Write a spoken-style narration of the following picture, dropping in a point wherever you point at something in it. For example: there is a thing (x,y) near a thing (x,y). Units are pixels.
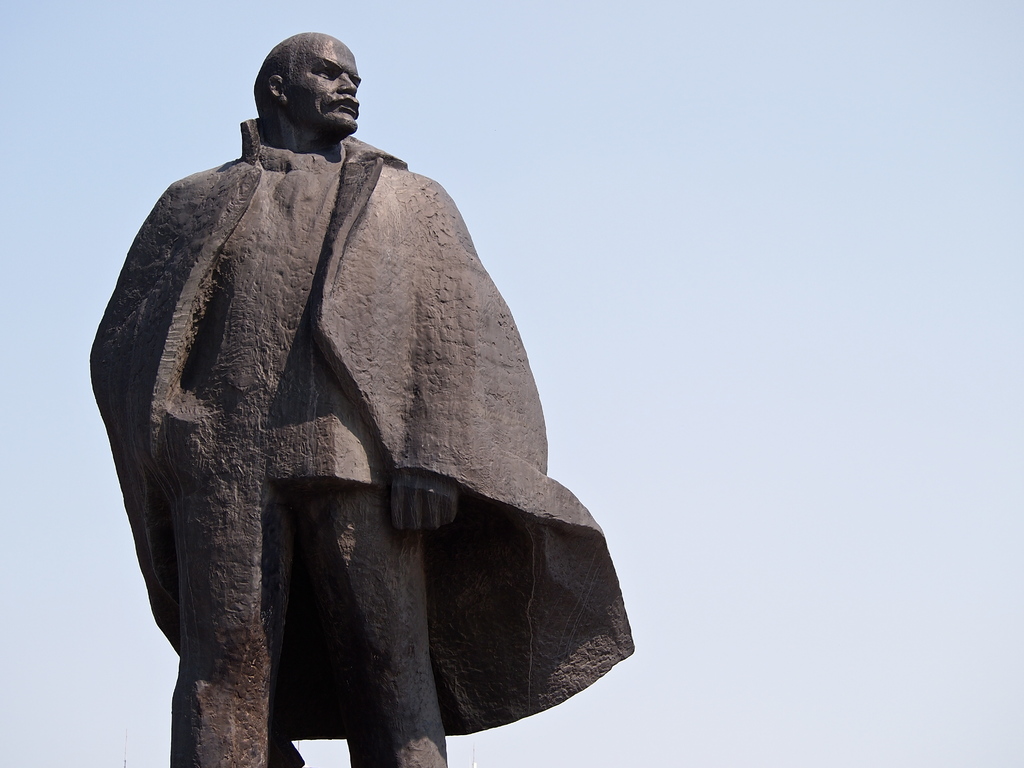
In the center of the image (351,458) we can see one statue (375,545), which is in black color. In the background (779,317) we can see the sky (661,287).
